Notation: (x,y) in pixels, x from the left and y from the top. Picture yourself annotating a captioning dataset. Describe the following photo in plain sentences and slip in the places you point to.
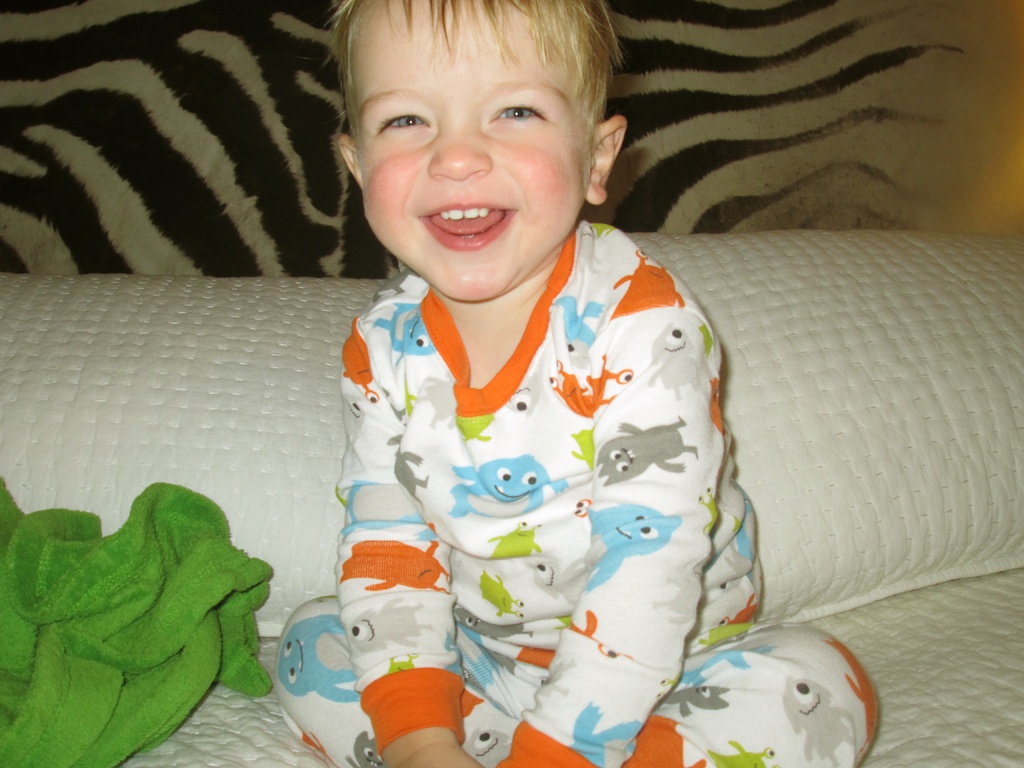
In this image we can see a boy (505,603) sitting on a bed (195,722). There are two pillows (110,441) on the bed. There is a towel (145,637) on the bed (205,733).
